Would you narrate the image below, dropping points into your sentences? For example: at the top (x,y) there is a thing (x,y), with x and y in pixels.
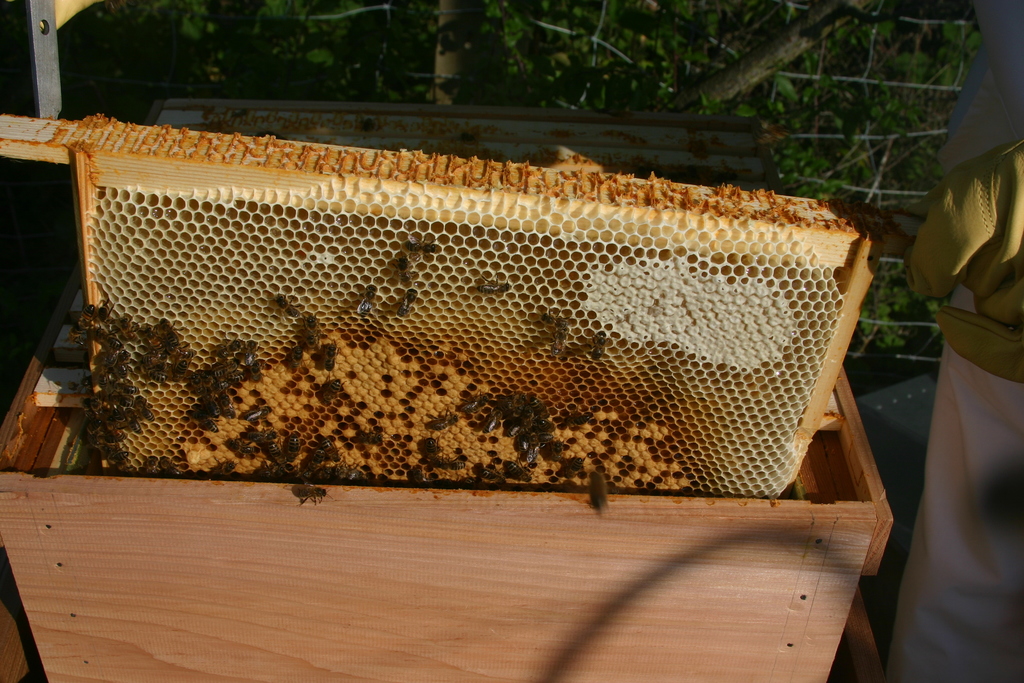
Here I can see a honeycomb (370,407) which is placed in a box (270,584). On this honeycomb (177,379) there are some honey bees (108,362). On the right side (948,391), I can see a person (974,445) standing. at the back of it there is a net fencing (837,137) and some plants (910,111).
